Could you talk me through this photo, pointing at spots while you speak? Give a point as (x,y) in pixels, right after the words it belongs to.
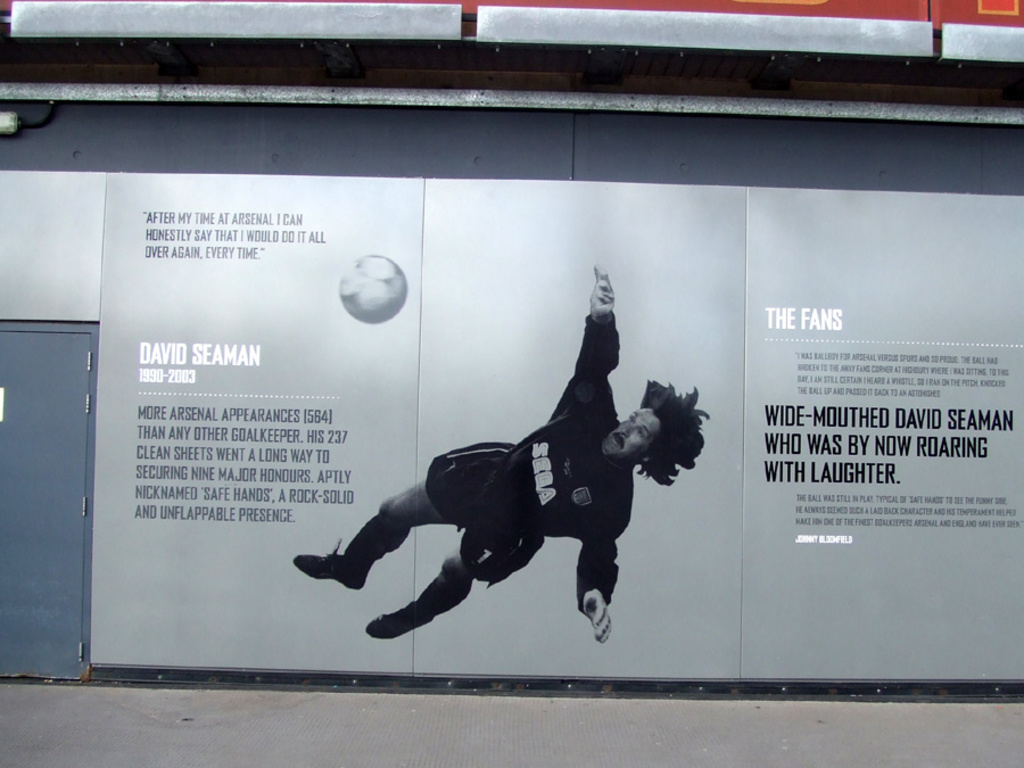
In this image we can see a wall poster (551,332), there is a man (467,449) diving, there is a ball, on the left (181,448) there is some matter (157,379) written on it, there is a door (55,522).
